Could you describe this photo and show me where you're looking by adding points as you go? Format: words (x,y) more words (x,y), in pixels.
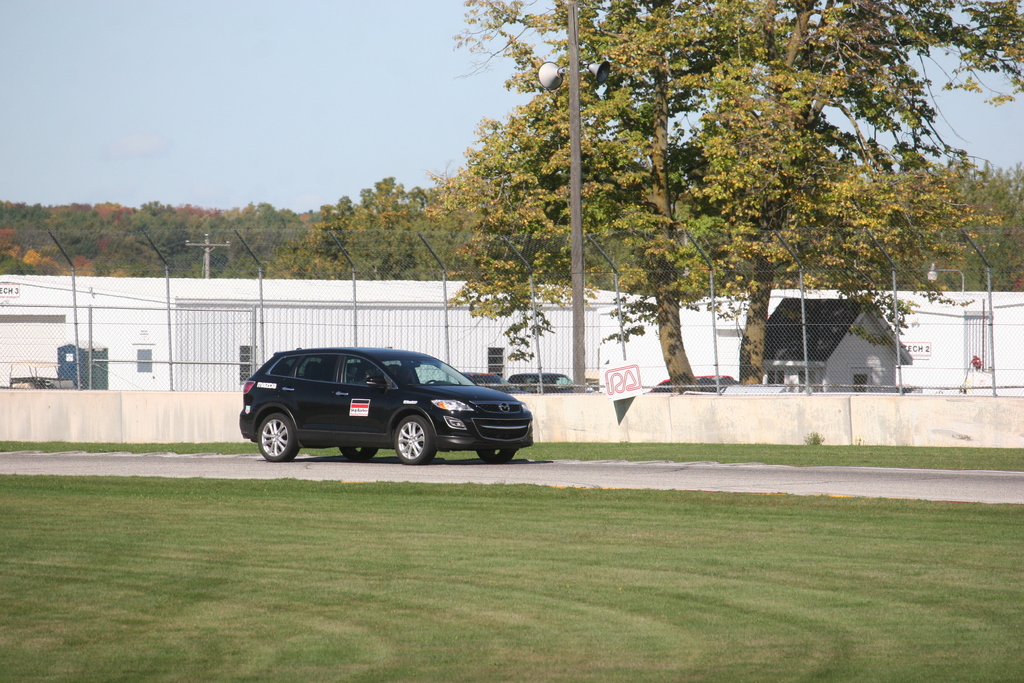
In this image we can see a car (445,436) on the pathway (748,484). We can also see some grass (709,573), the metal fence (261,324), a house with a roof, an utility pole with wires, a street pole (931,264), a pole (577,99) with speakers (603,76), a group of trees (653,176) and the sky (358,143) which looks clear.
